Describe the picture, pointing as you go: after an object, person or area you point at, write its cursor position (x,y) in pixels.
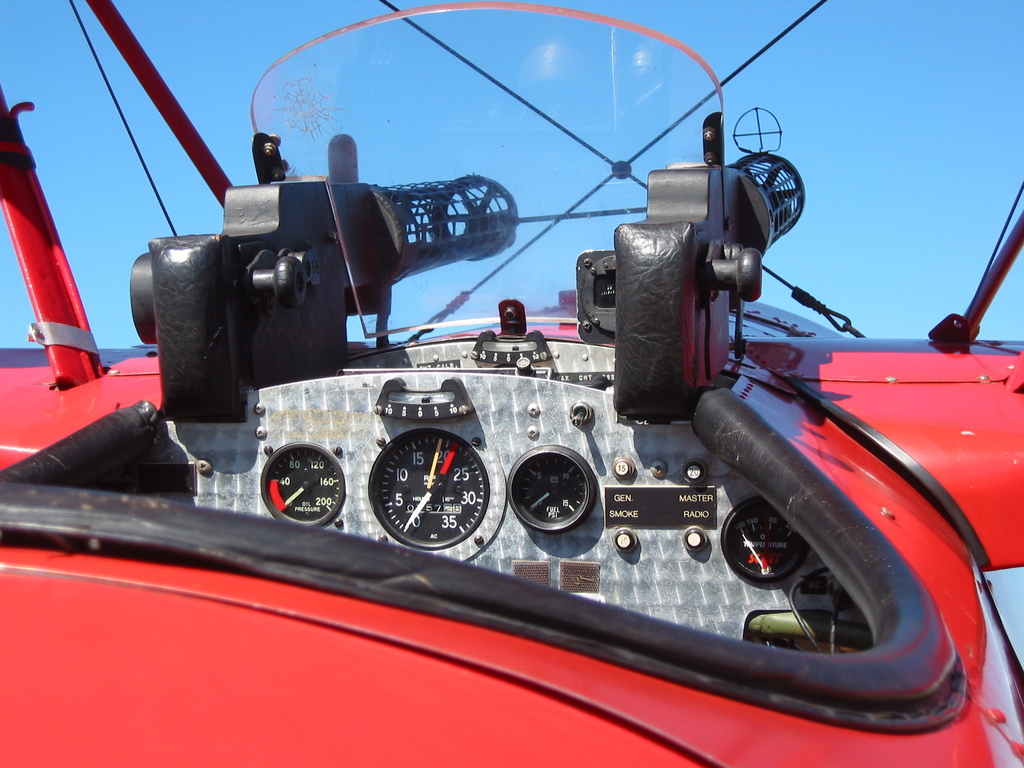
In this picture, we can see inner view of vehicle (573,419), and the sky (950,237).
